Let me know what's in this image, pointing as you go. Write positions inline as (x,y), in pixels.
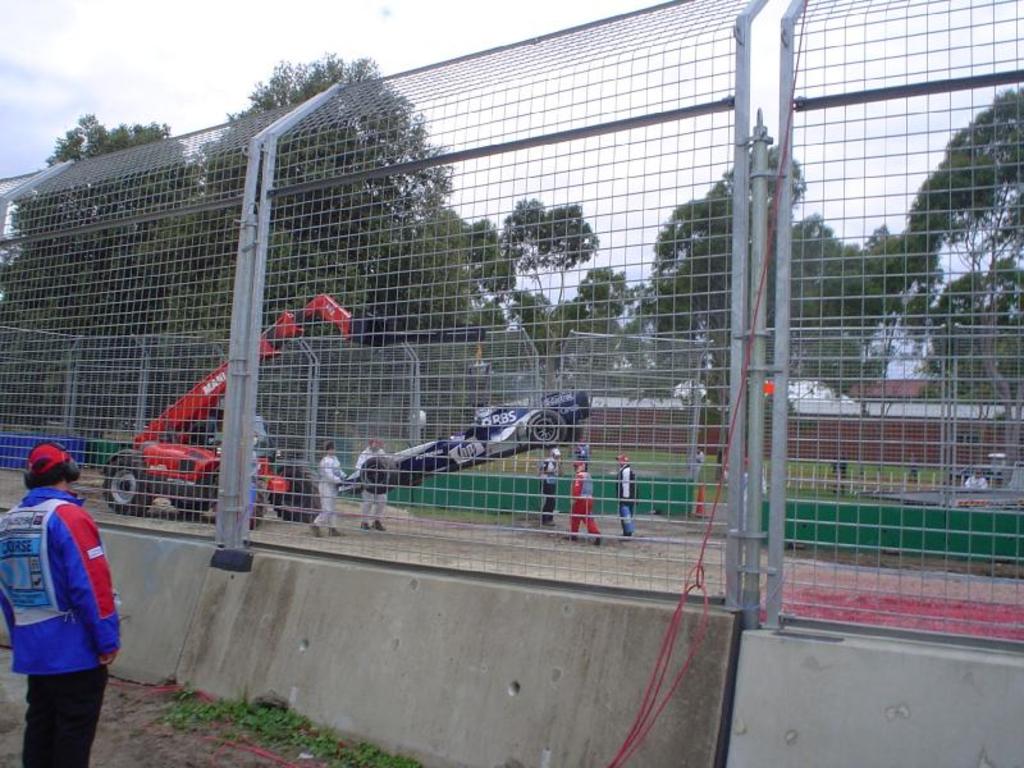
This picture is clicked outside. On the left (62,540) we can see a person (32,578) standing on the ground (132,728) and we can see the plants (278,718) and we can see the vehicles (371,472), group of persons (338,477), mesh (1022,193), metal rods (256,393) and some other objects (924,457). In the background (608,298) we can see the sky (503,41), trees (964,387) and some other objects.
